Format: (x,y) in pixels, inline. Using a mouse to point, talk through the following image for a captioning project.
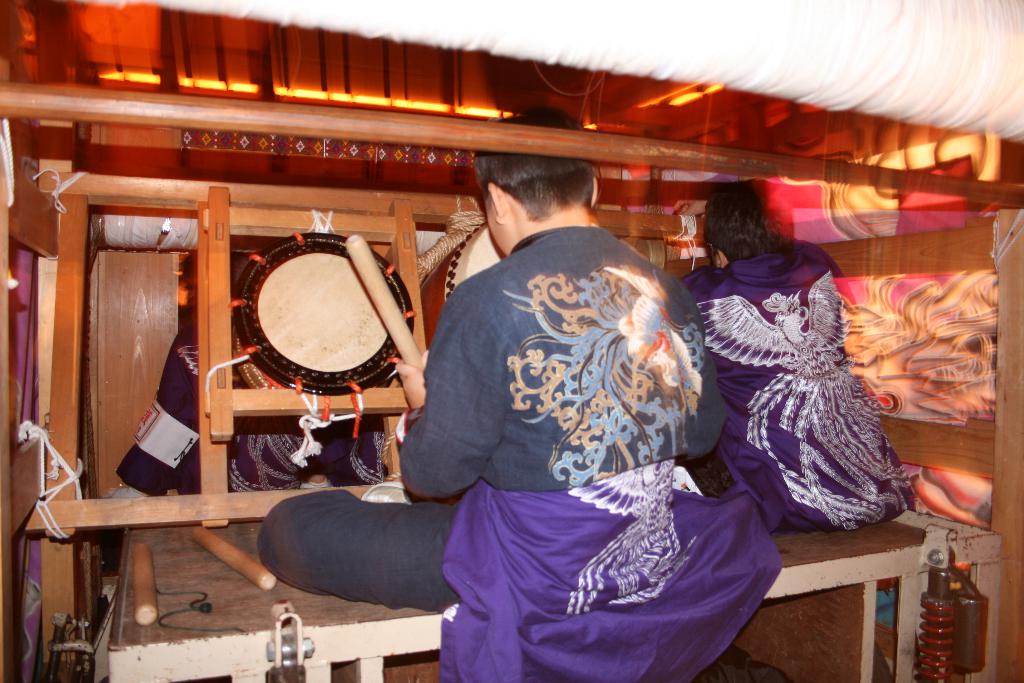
in this image i can see a person (563,398) sit on the bench (381,618) and wearing a purple color skirts (624,570) and there is some wood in front of them and there is a art (948,281) on the wall (935,345).
